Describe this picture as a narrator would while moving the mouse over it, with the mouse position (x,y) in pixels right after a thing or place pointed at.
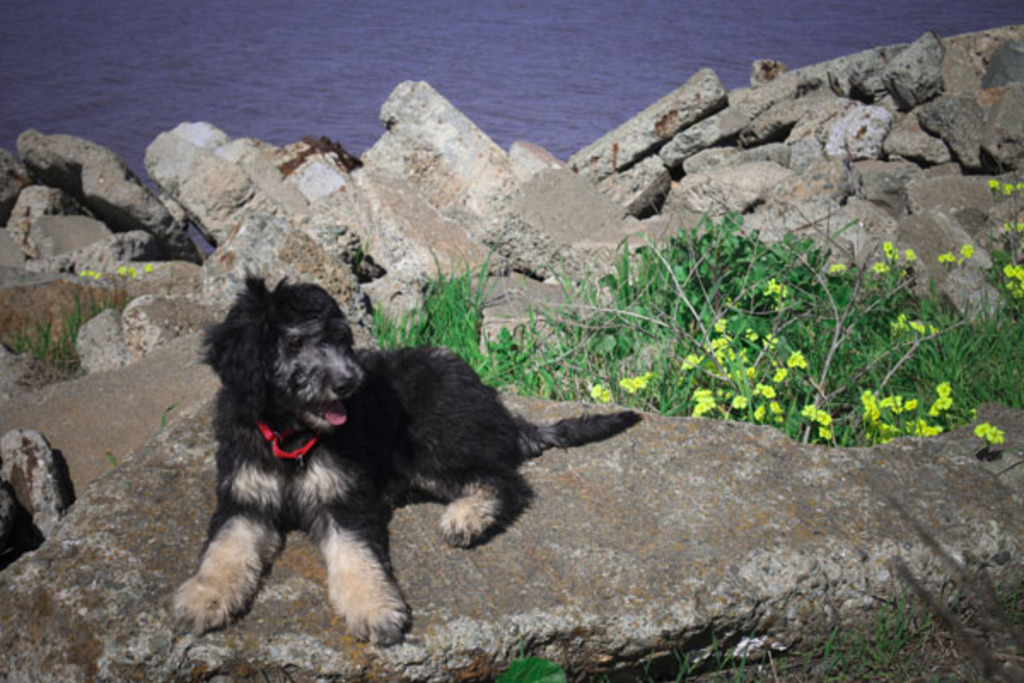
There is a dog (428,456) present at the bottom of this image (339,593). We can see flower plants (703,346) and rocks (269,274) in the middle of this image (536,307). The surface of water (443,58) is in the background (436,44).
